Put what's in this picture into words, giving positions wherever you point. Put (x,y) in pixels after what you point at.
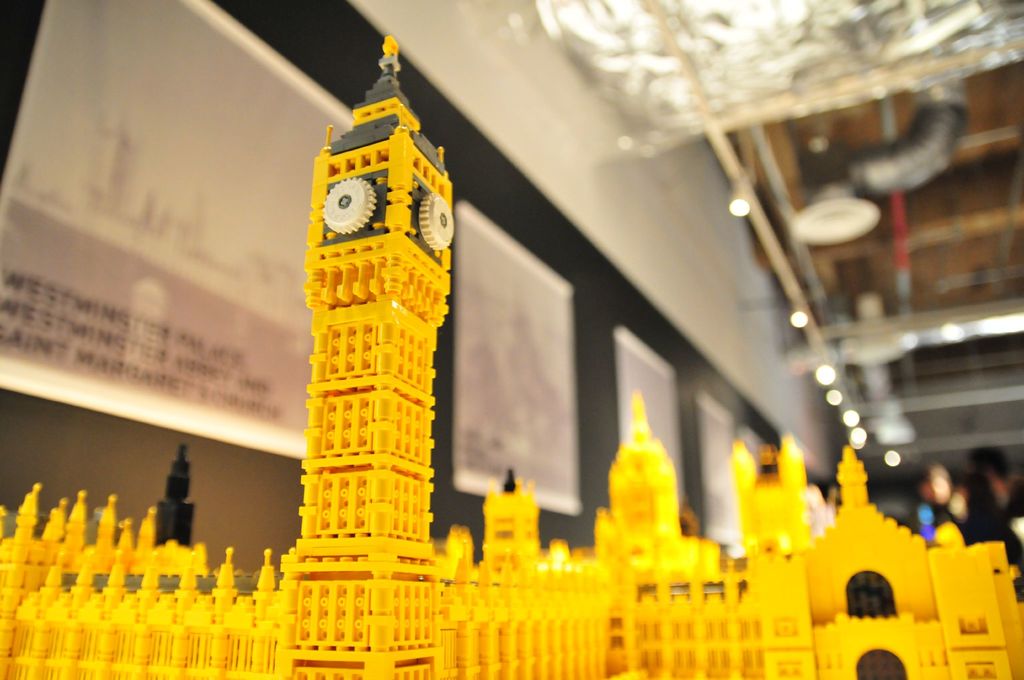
In this image we can see a structure (329,187) made up of legos (399,347). In the background (570,289) there are advertisements (305,220) attached to the wall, electric lights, pipelines (917,113) and persons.
